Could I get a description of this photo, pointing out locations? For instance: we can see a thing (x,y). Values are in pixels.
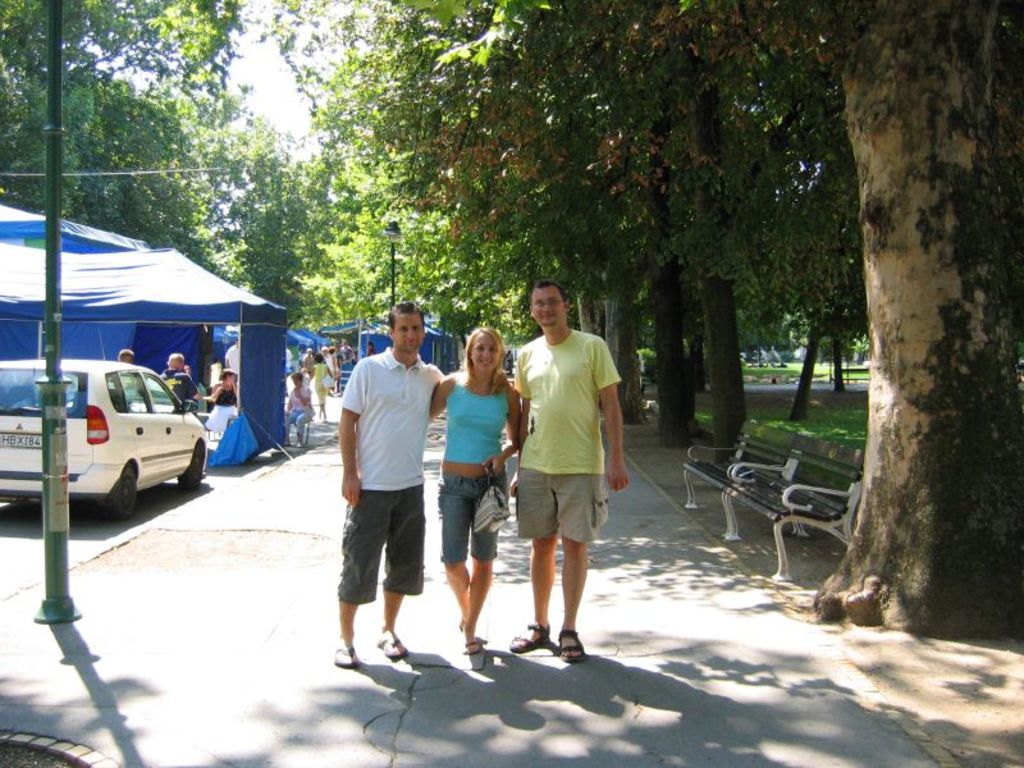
In this image, in the middle (586,447), we can see three people (489,449) are standing on the footpath (527,739). On the right side (989,475), we can see some trees (807,335), bench (838,508). On the left side (177,169), we can see a pole (49,459), electric wire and a car (100,457) which is placed on the road (105,506), a tent (33,304), a group of people (347,355). In the background (259,173), we can see a street light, trees (314,190). At the top (277,115), we can see a sky (292,118), at the bottom (400,671), we can see footpath (281,593) and a road (10,580).
